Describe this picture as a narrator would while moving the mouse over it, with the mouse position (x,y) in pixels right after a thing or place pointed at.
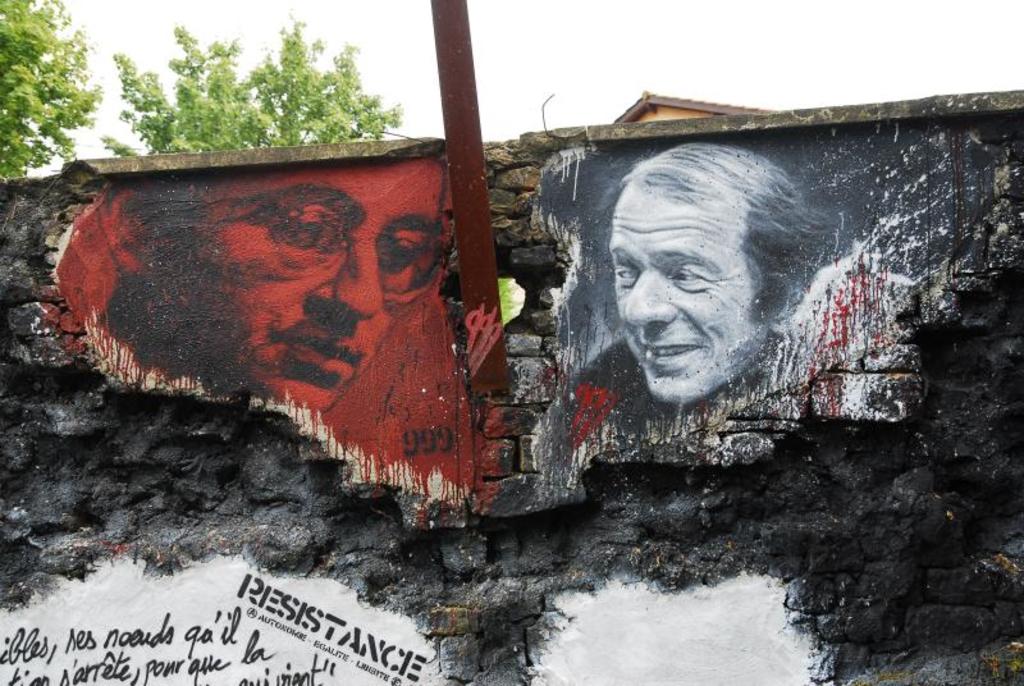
In the image we can see a wall (538,439) and on the wall (469,391) we can see the pictures (391,289) of two men (746,235) and text (276,603). We can see metal rod (456,42), trees (215,76) and the sky (521,65).
